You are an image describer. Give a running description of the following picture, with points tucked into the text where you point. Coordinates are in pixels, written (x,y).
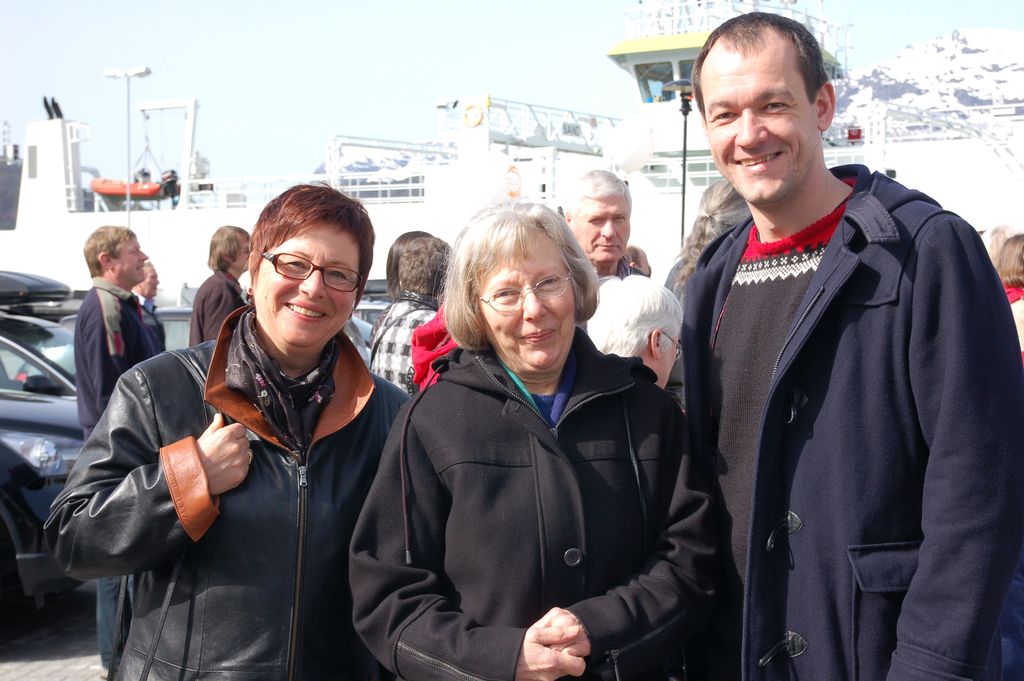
In this image, we can see some people (925,312) standing, in the background (993,246) there are some people (411,300) standing and there are some cars (60,394), at the top (273,19) there is a sky (310,20).
